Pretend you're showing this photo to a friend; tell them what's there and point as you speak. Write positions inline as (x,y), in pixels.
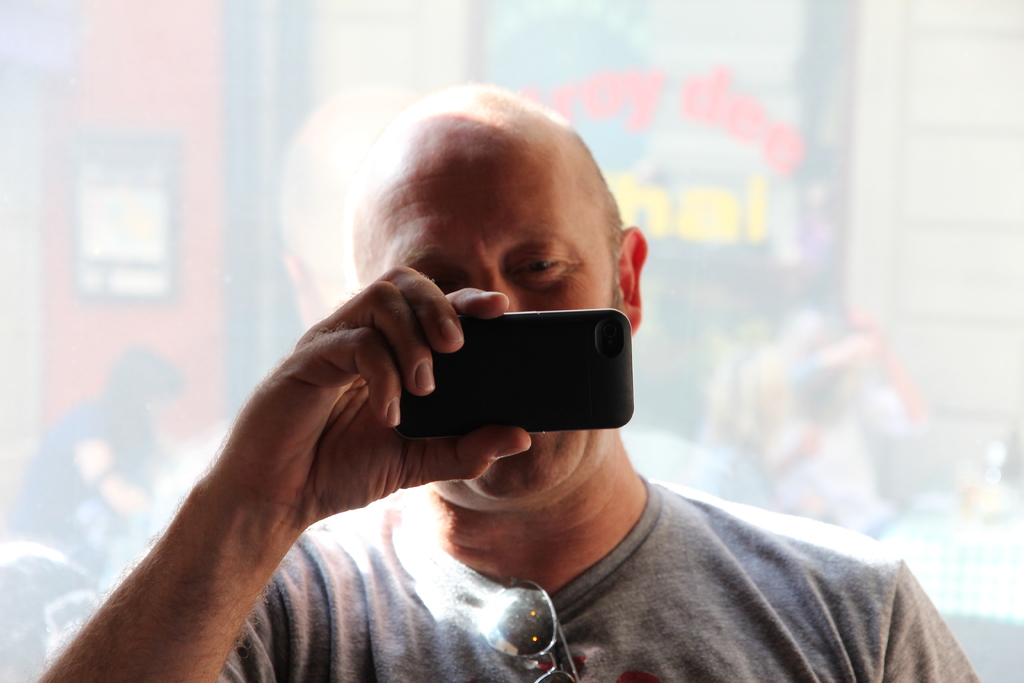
In this picture there is a man (475,460) holding a phone (495,420). There is a building (283,124) at the background (76,235).
